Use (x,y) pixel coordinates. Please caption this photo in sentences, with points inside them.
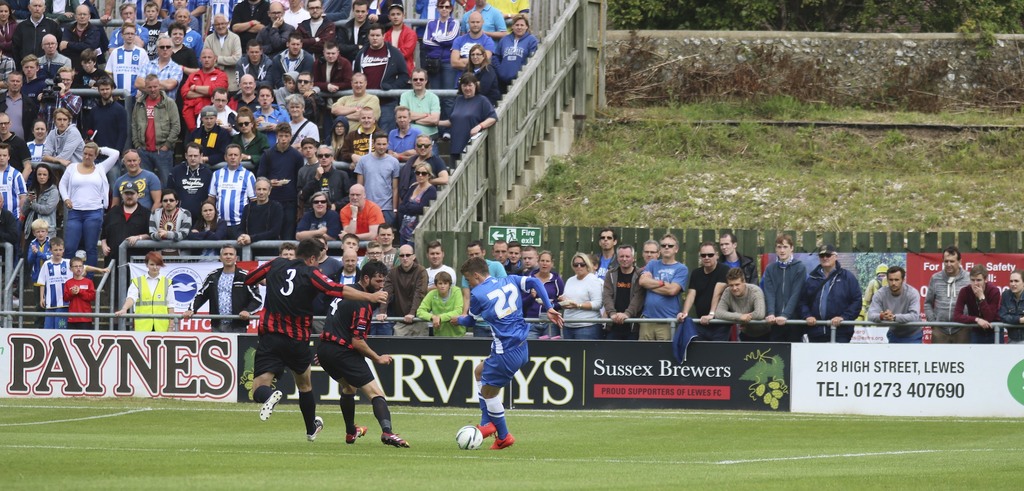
In the center of the image (506,322) we can see one ball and three persons (505,352) are running and they are in different color t shirts (528,335). In the background (543,171), we can see trees (957,13), grass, fences (541,102), banners (872,292), few people (764,289) are standing and a few other objects (506,92). Among them, we can see a few people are wearing sunglasses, few people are wearing caps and a few people (349,125) are wearing jackets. And we can see some text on the banners (541,357).
